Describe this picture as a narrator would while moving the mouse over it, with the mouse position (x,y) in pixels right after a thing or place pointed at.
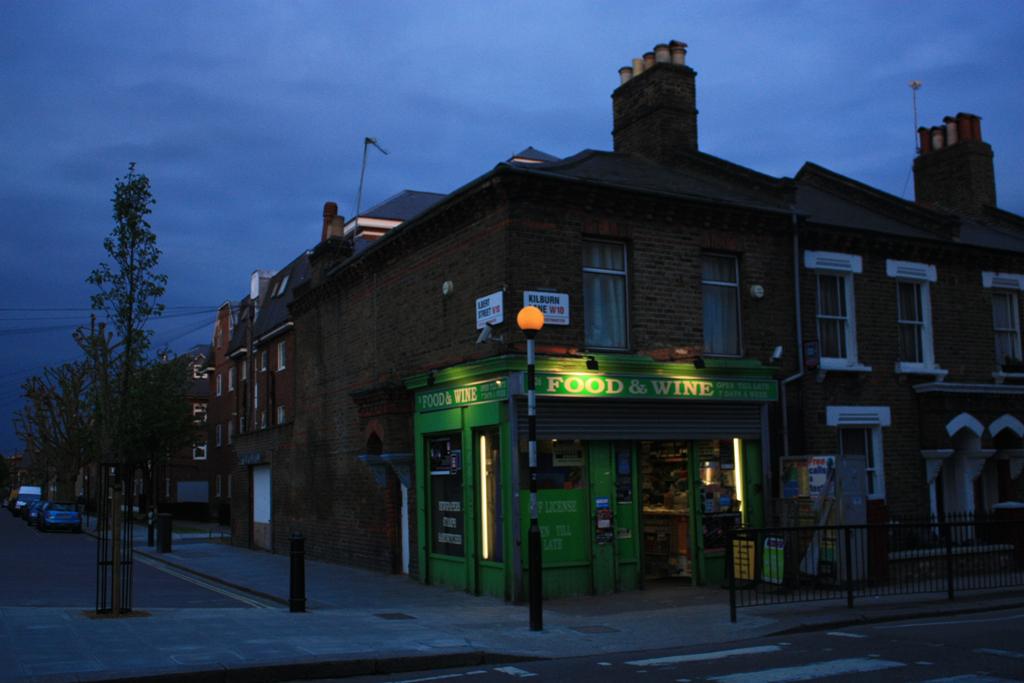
These are the buildings (403,327) with the windows (1009,332). This looks like a store (558,422). I think this is a light pole (529,348). These are the barricades (857,574). I can see the trees (108,409). I think these are the cars (47,507), which are parked beside the road (72,534). Here is the sky (459,44).
